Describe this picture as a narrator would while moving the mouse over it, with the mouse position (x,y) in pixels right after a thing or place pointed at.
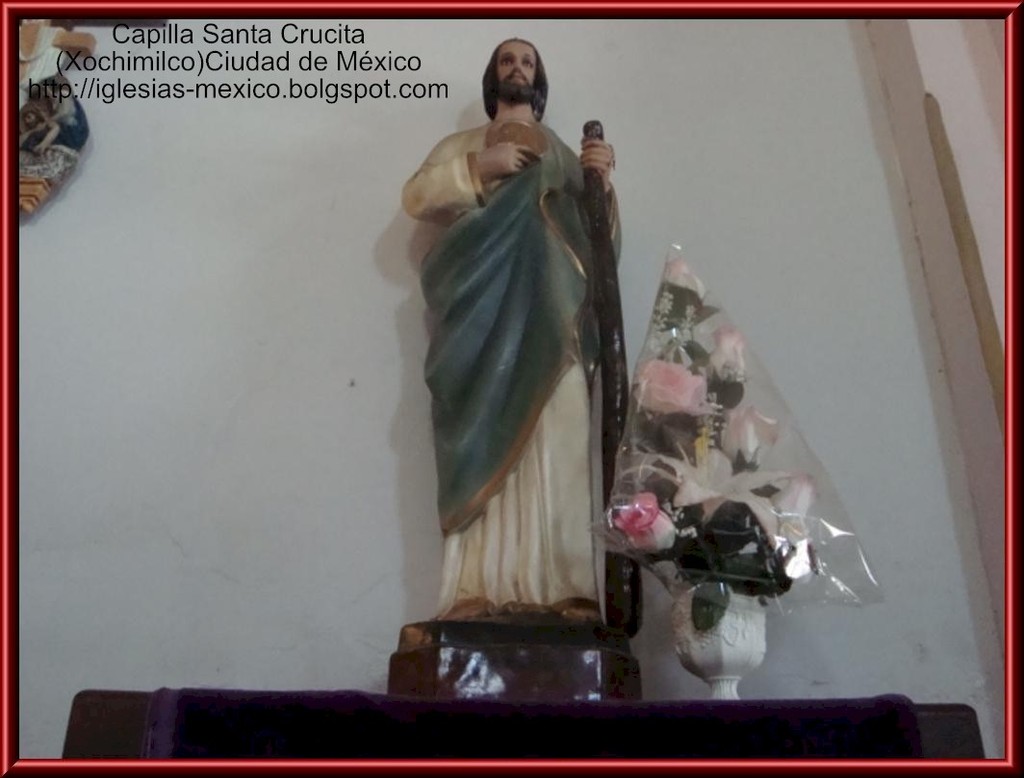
In this picture, we see the statue (510,408) of a saint (561,514) and the flower bouquet (704,487) are placed on the black table (743,717). In the background (402,366), we see a white wall (246,251). At the top (407,62), we see some text (84,99) written. This might be a photo frame or it might be an edited image.
